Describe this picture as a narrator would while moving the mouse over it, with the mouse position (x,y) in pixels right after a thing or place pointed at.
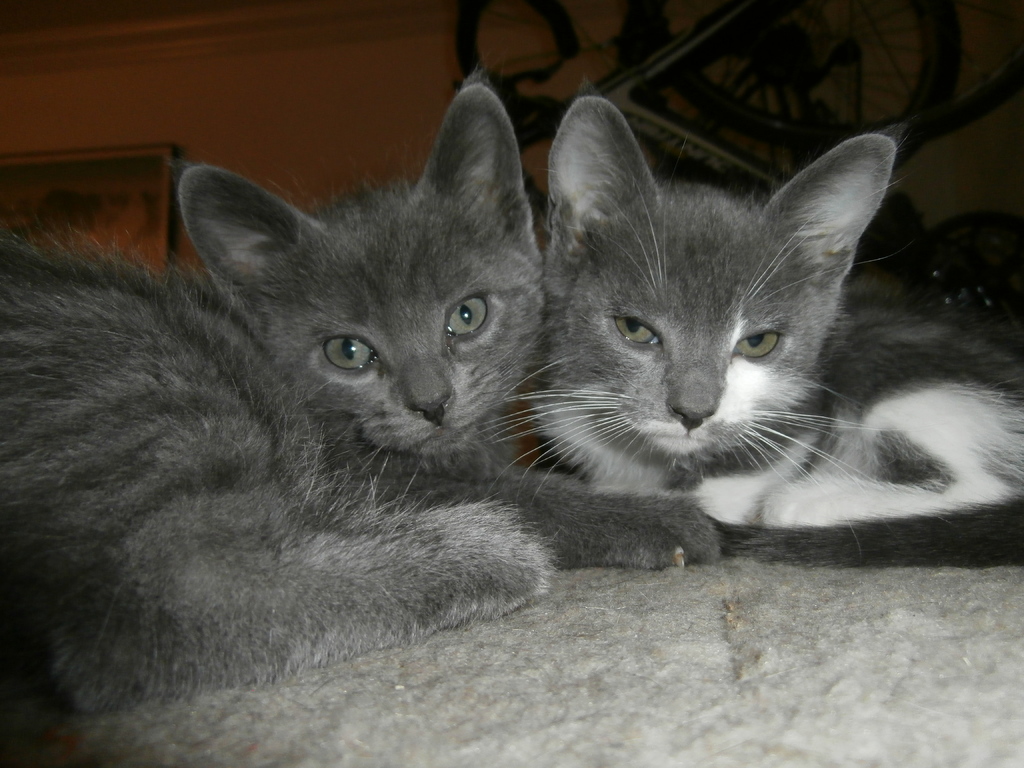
In the picture there are two cats (985,382) lying, behind the cat (859,431) there is a bicycle (1012,84) and there is a wall (248,25).
